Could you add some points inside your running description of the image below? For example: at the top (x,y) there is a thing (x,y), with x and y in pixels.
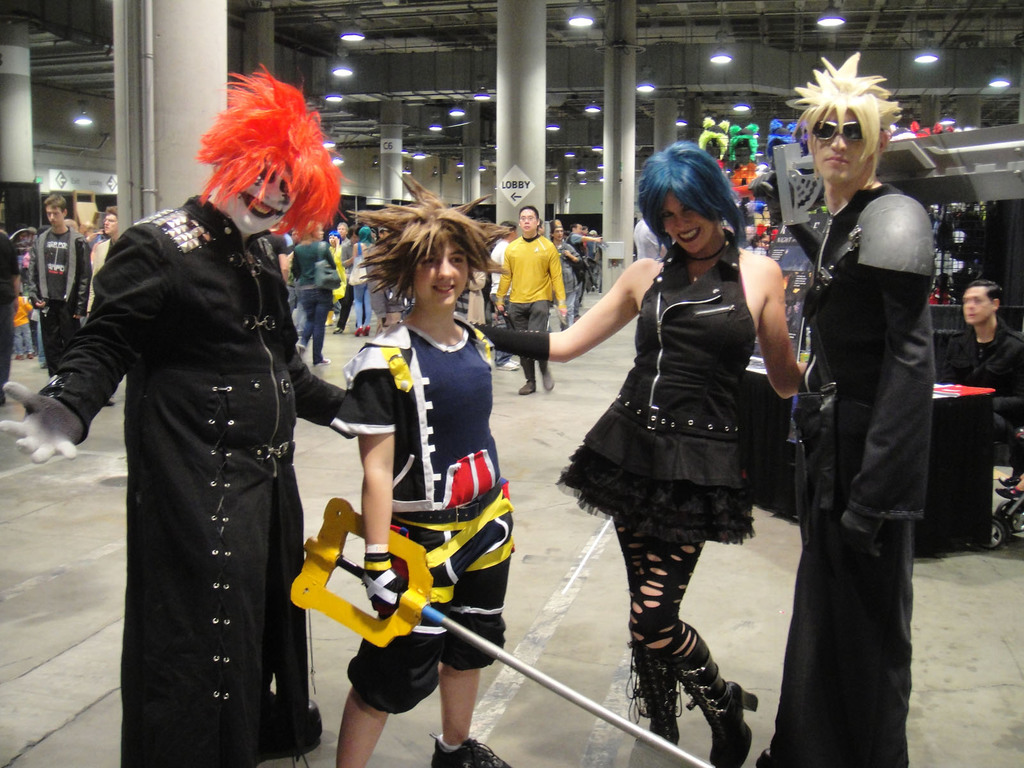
In this image I can see group of people (143,484) standing. In front (460,426) the person (423,444) is wearing blue and yellow color dress (423,459) and holding some object (323,605). Background I can see few persons (30,332), some are standing and some are walking. I can also see few multi color objects (755,169), few pillars (668,144) and I can also see few lights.
